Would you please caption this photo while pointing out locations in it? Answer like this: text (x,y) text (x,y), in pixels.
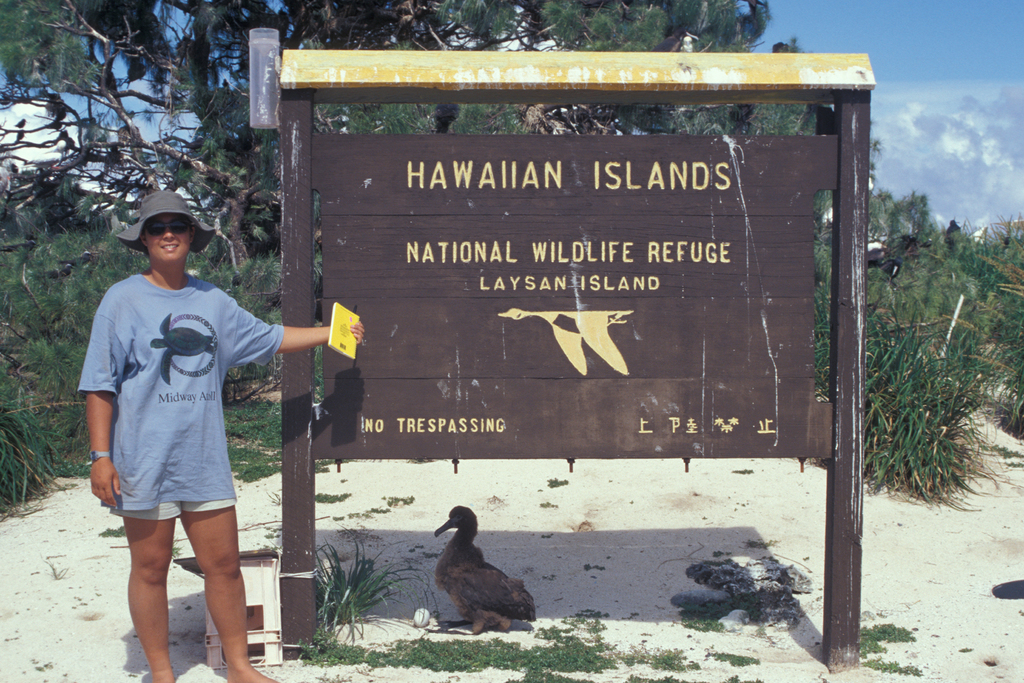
In the image we can see there is a hoarding (544,206) and a woman (171,292) is standing beside the hoarding (601,196). The woman (130,368) is holding book (346,330) in her hand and wearing hat (186,209). There is a bird (468,577) sitting on the ground (500,632) and behind there are lot of trees (136,94). There is a sky (940,93).
